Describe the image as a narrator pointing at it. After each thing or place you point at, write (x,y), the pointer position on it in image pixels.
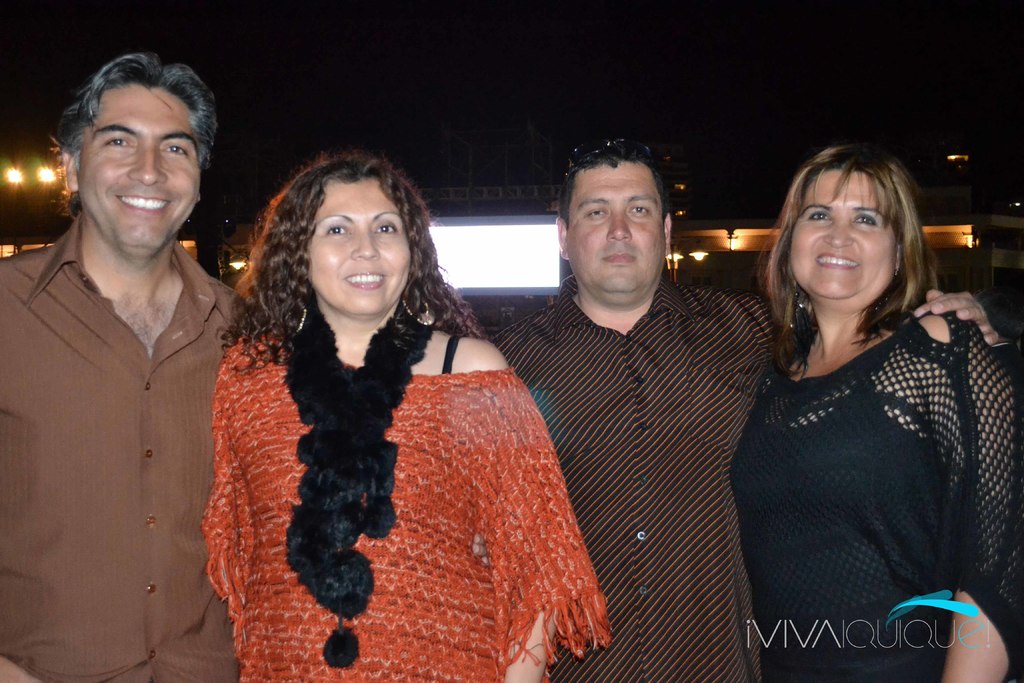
In this image I can see few persons (569,462) wearing brown, orange and black colored dresses (641,453) are standing. In the background (52,116) I can see few lights (54,174), few buildings (950,187) and the dark sky (791,159).
